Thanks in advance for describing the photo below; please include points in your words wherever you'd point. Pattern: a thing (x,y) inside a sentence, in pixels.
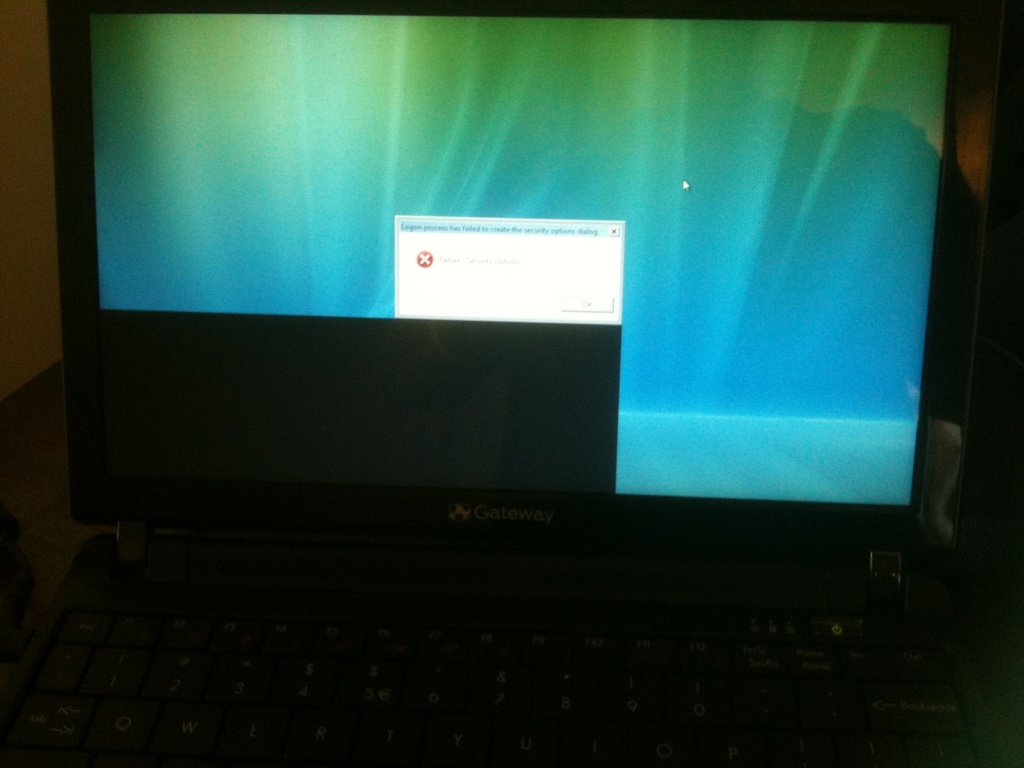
In this picture, there is a laptop (510,472) placed on the table (63,569).
